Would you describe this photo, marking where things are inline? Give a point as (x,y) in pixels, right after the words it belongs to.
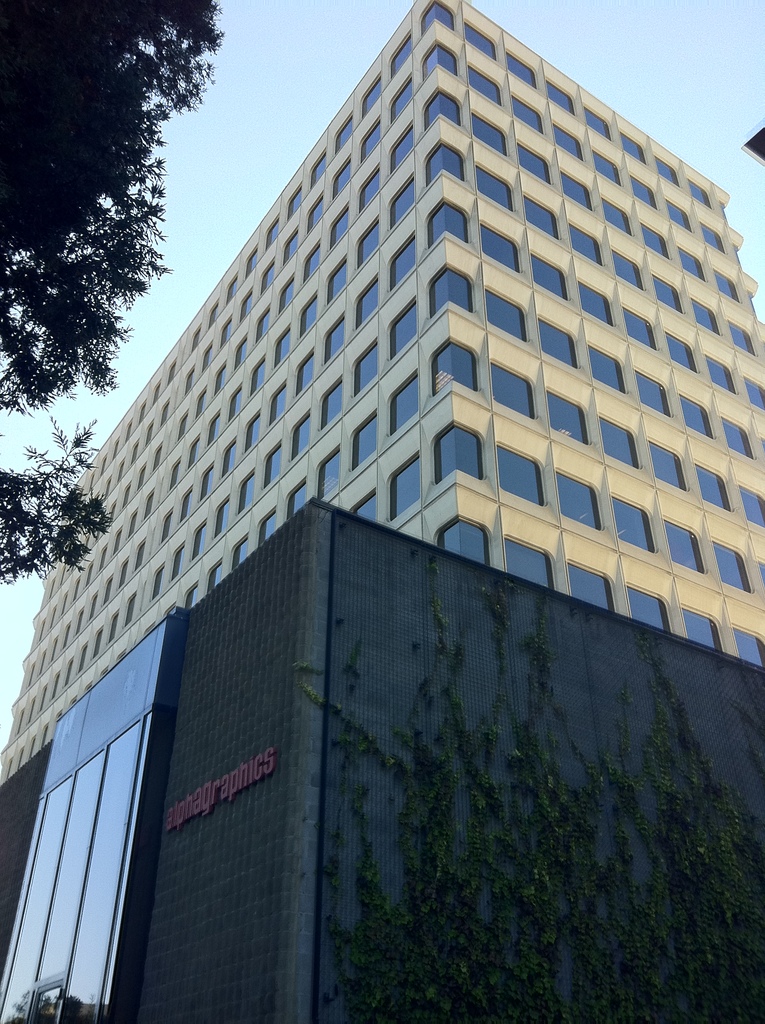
In this image there is a building (402,368), in the background (318,25) there is the sky (721,13), on the top left (196,40) there is a tree (70,265).
